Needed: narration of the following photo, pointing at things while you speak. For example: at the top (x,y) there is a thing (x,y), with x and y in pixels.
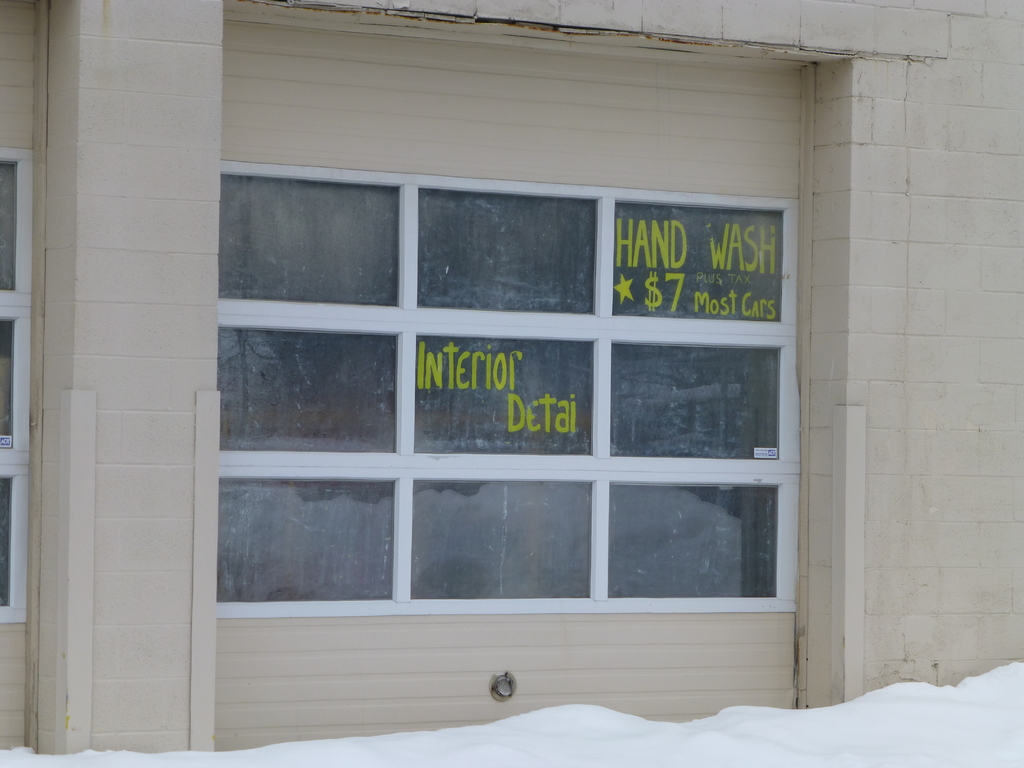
In this image we can see a glass window (503,403) with some text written on it, in front of the glass window (499,585) there is snow (830,713) on the surface (721,718).
